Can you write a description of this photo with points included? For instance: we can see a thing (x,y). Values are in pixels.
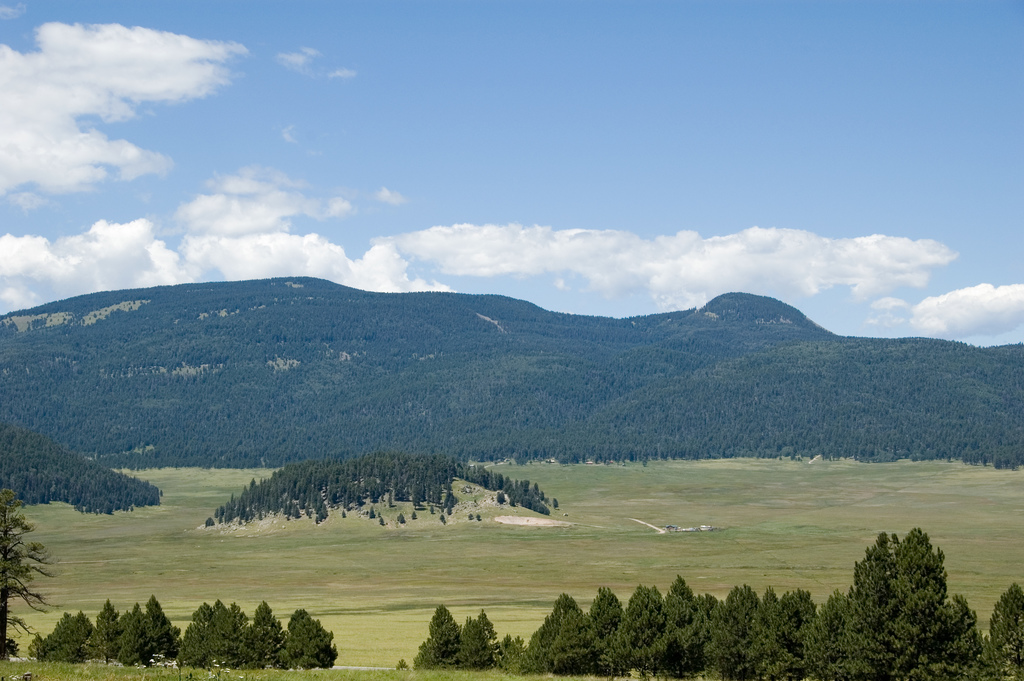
In this image in front (557,645) there are plants (755,646). At the bottom of the image (462,571) there is grass (381,661) on the surface (348,679). In the background of the image (455,422) there are trees (299,368) and sky (391,153).
